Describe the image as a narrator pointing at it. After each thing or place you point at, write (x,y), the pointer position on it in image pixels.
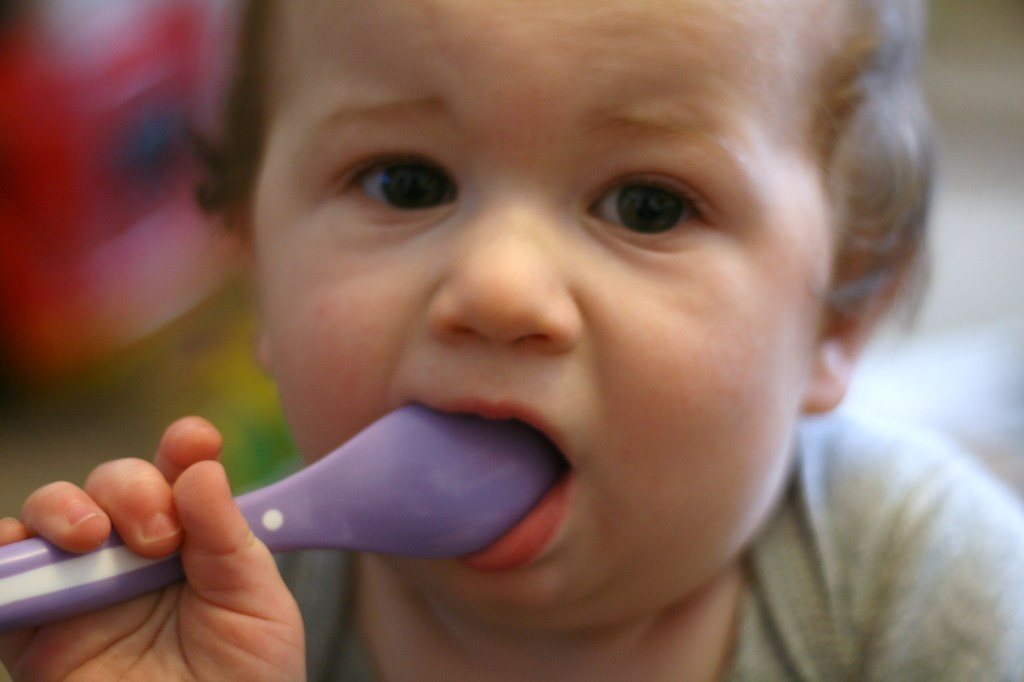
In this picture we can see a child (501,552) holding a spoon (412,428) and in the background (1007,279) it is blurry.
